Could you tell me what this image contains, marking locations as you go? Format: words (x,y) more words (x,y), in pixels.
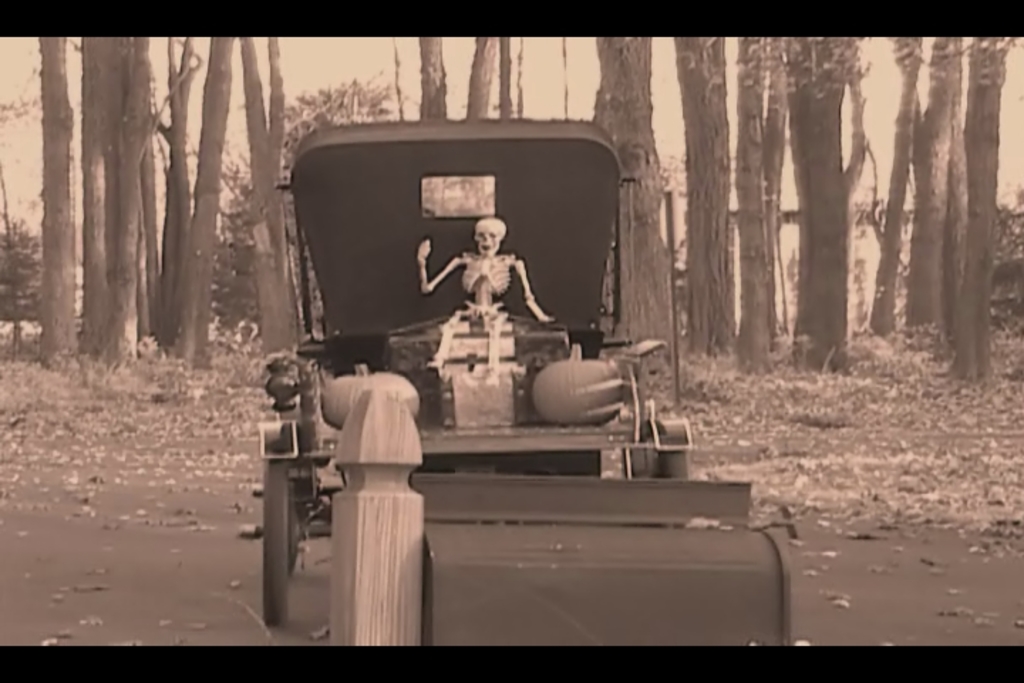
In the middle of the image (440,377) on the road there is a vehicle (308,356) with few items (470,356) and a skeleton (481,295) on it. And also on the road (236,491) there are dry leaves (186,391). In the background (196,209) there are many trees (835,133).
